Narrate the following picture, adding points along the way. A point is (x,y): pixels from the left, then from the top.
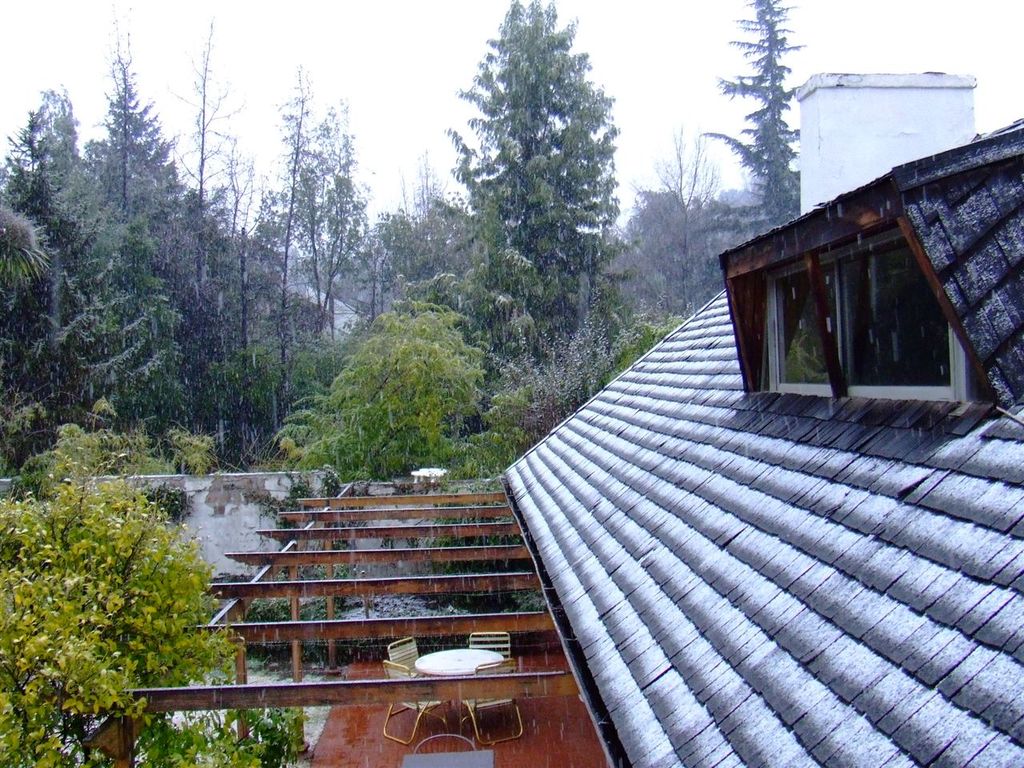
In this image we can see the roof (773,529) of the house (742,446), windows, chairs (488,644), table (447,651), trees (246,415), plants (123,616) and we can also see the sky (332,38).
